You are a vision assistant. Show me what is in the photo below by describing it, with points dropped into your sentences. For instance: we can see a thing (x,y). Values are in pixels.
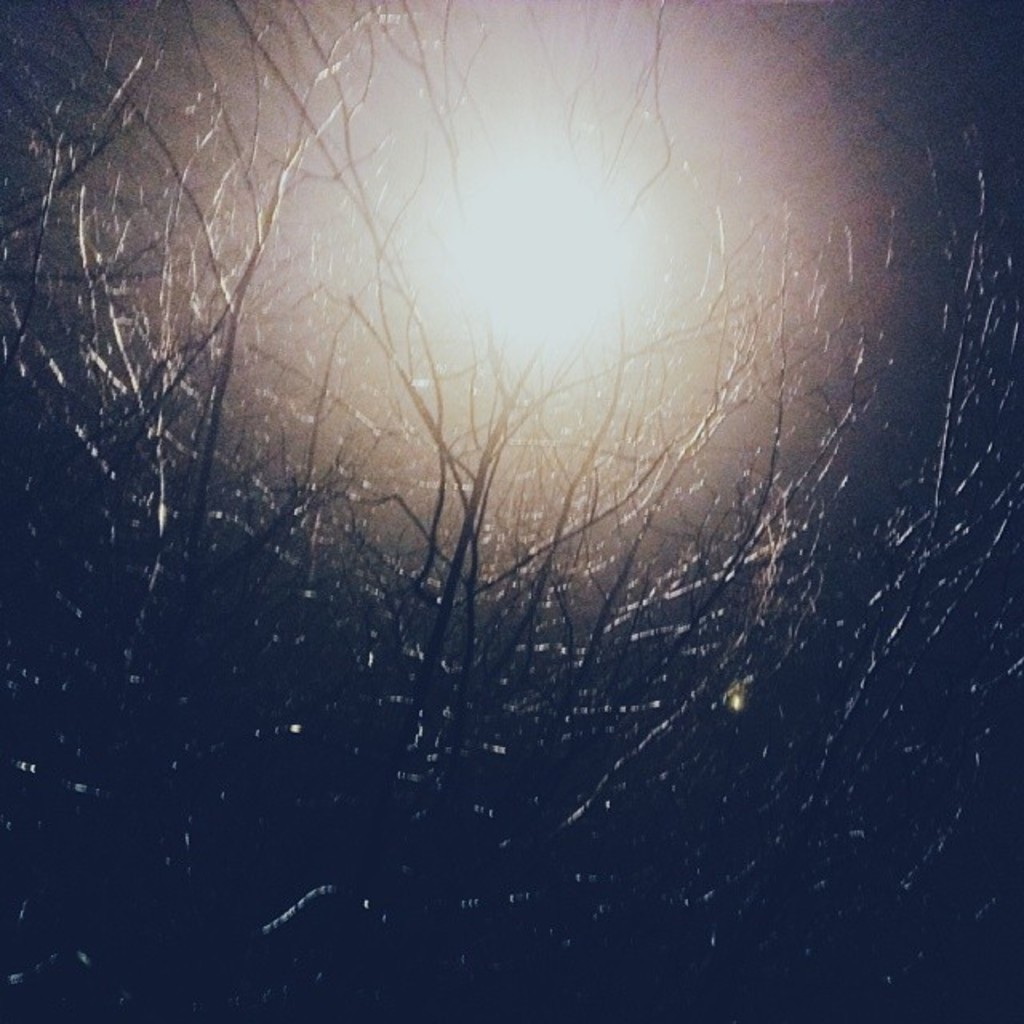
In this image we can see trees (461,709) and sun (539,257).
